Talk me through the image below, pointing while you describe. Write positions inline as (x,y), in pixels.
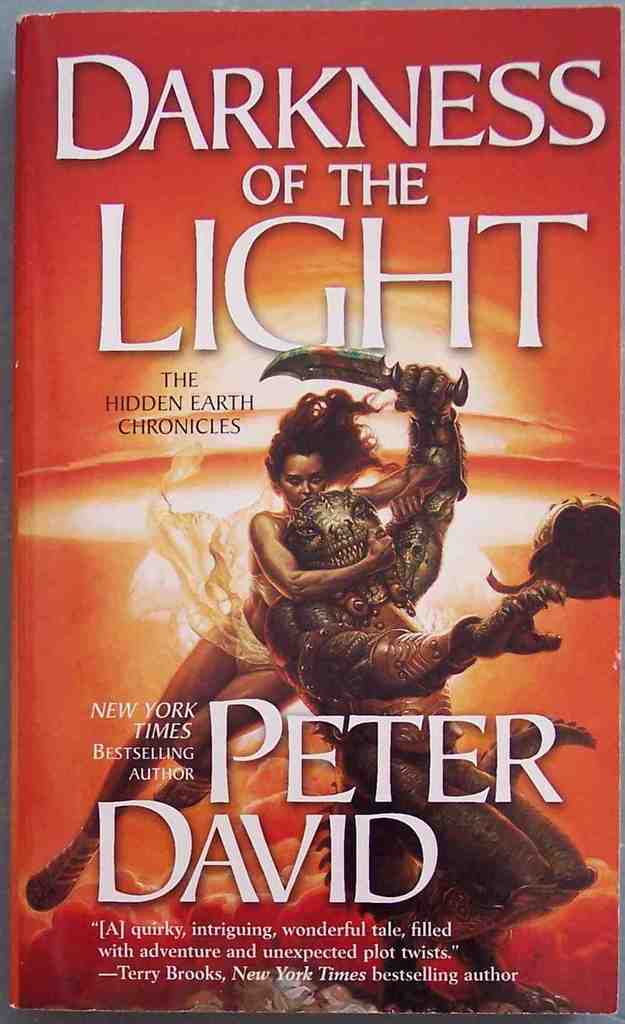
In this image we can see a poster (363,291) with text (294,781) and image (341,680).
